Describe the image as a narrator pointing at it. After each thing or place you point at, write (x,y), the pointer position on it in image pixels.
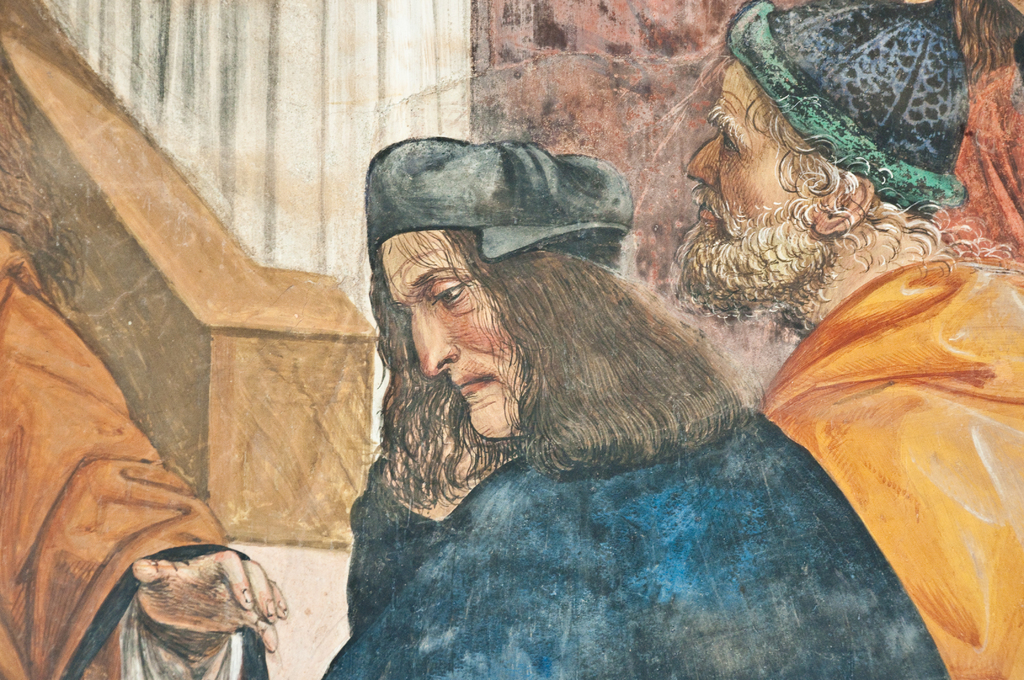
In this picture I can see a painting (357,211) of three persons (929,71) on an object (234,347).
